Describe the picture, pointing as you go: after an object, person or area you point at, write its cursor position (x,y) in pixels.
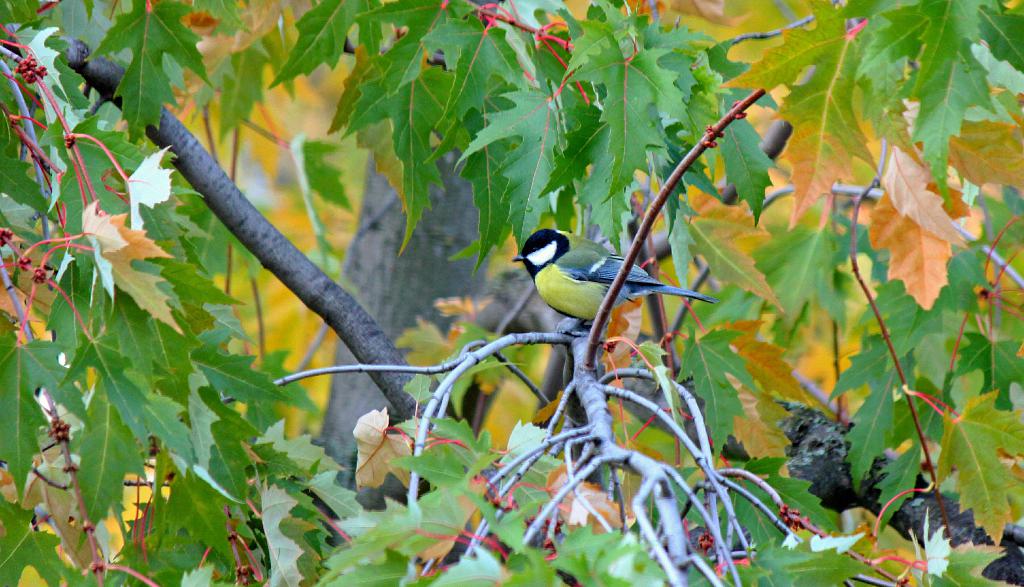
In this image in the center (578,273) there is one bird (584,266) who is sitting on a tree (587,378), in the background (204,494) there is tree (416,282) and leaves (313,238).
